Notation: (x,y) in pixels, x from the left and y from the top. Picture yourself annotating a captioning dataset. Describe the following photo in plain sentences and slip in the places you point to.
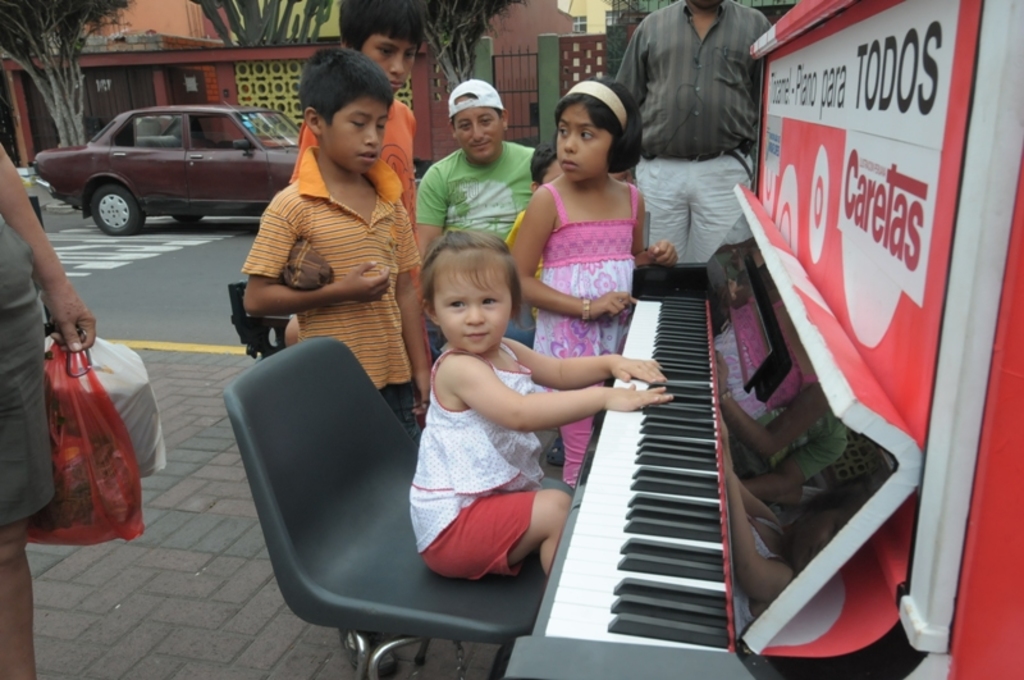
In the given image we can see a child (449,428) sitting on chair (403,490) and she is playing a piano (609,419). There are many people (541,164) looking at her and around her. This is a car (160,181). There are trees (65,114) and buildings (135,31) around.
